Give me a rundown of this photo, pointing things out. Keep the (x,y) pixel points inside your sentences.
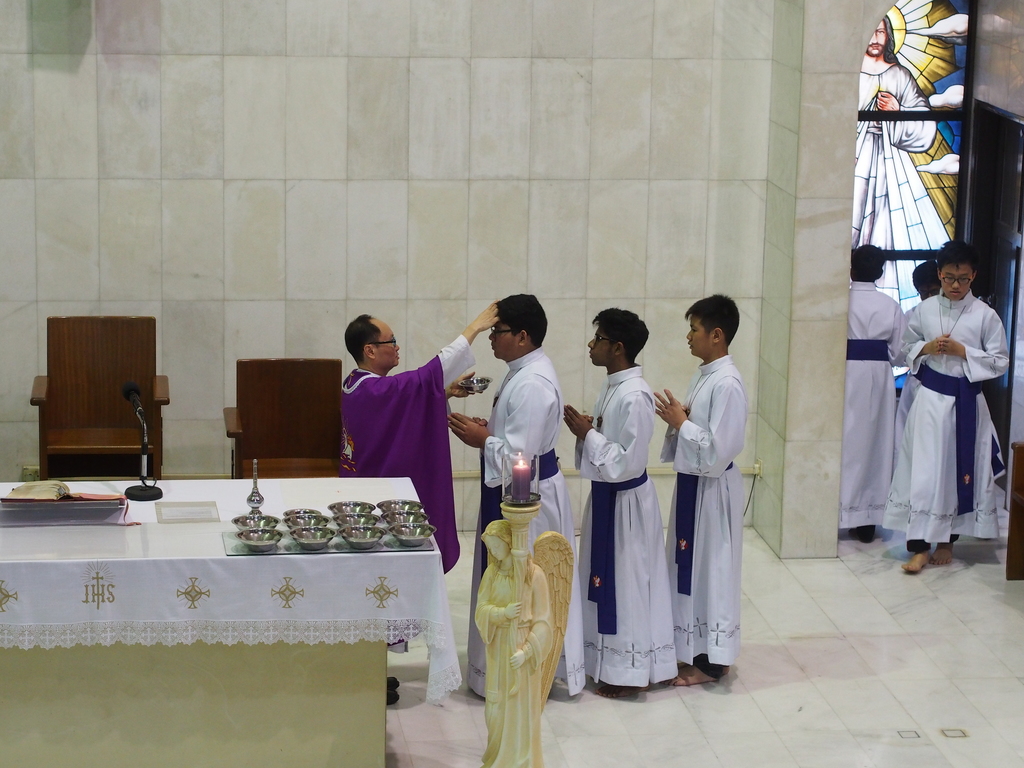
In this image we can see there are persons (862,478) standing and holding a bowl (478,383). And there is a table (121,598), on the table (327,505) there is a book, bowl (343,513), microphone (143,426) and cloth (204,501). There are chairs (100,425) and statue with candle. At the back (914,59) there is a stained glass window (911,148).
